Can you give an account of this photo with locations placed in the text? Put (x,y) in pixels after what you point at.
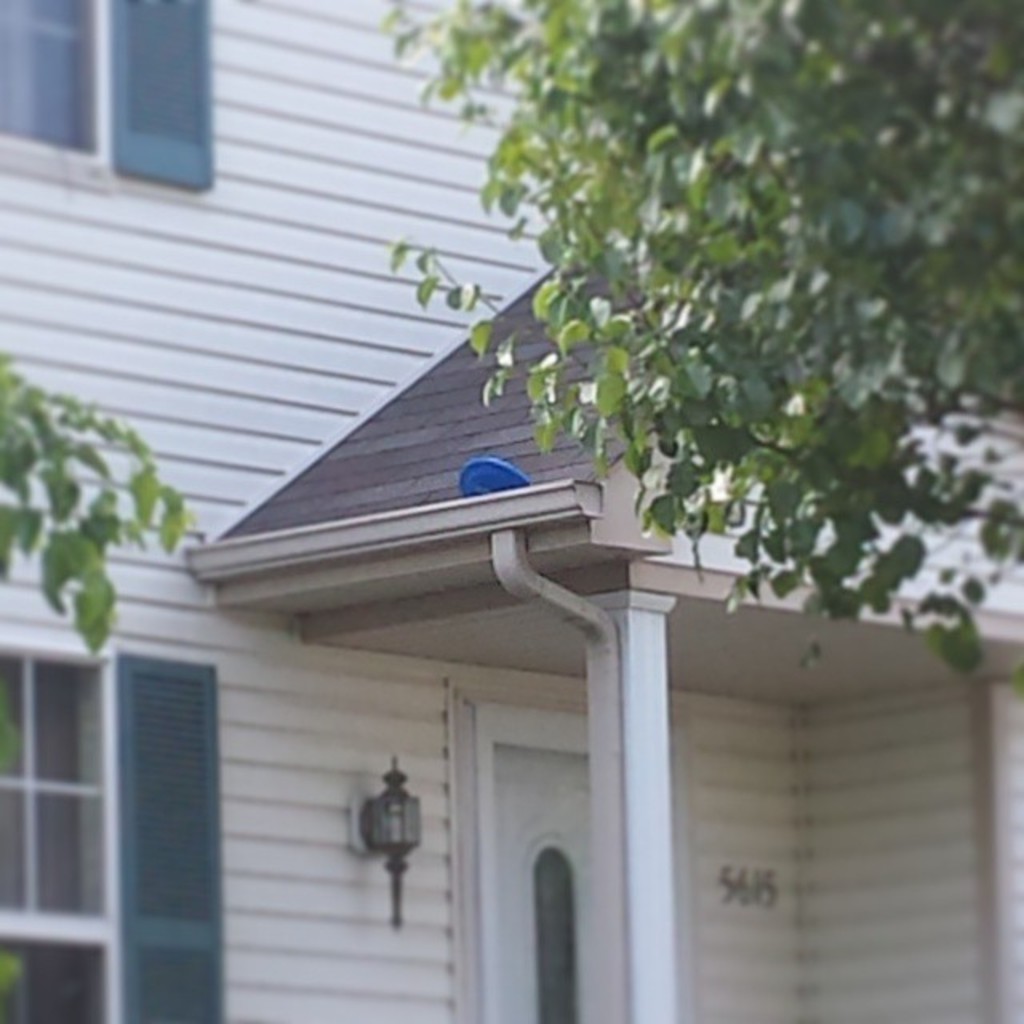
In the picture there is a house (473,559) and in front of the house (317,320) there are trees (784,295).
